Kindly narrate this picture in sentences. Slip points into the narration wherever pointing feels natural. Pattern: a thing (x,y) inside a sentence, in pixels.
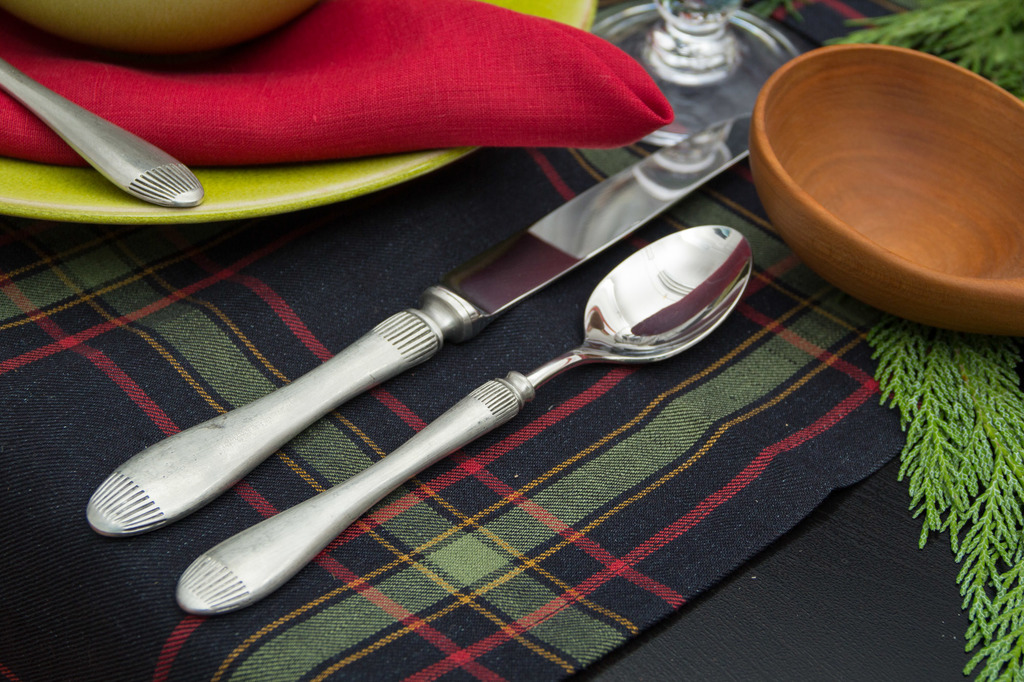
In this image we can see the red color cloth (335,105), spoon (111,142), bowl (193,27) on the green color plate (268,180). We can also see the knife (616,209), spoon (682,264), bowl (845,182), leaves (949,11) and also a glass (696,119) on the cloth (488,440) which is on the black color surface (812,601).
